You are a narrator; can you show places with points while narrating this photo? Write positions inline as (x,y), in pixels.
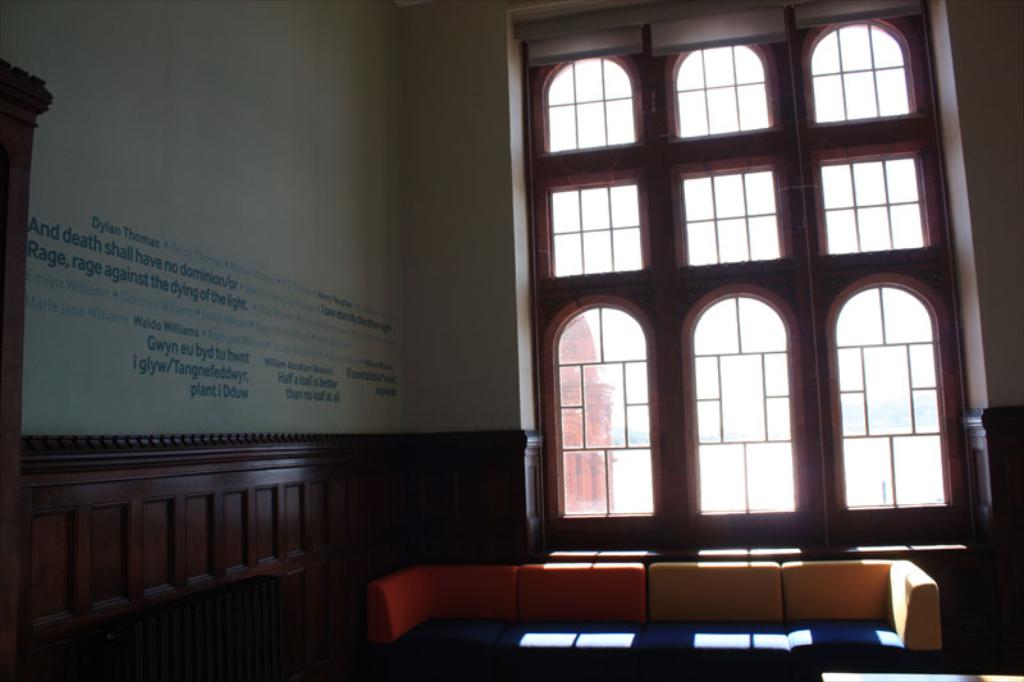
In this image I can see the inner part of the building (330,598). Inside the building (439,479) I can see the couch (539,643) and window (690,241). To the left (218,388) I can see the text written on the wall (144,177).
